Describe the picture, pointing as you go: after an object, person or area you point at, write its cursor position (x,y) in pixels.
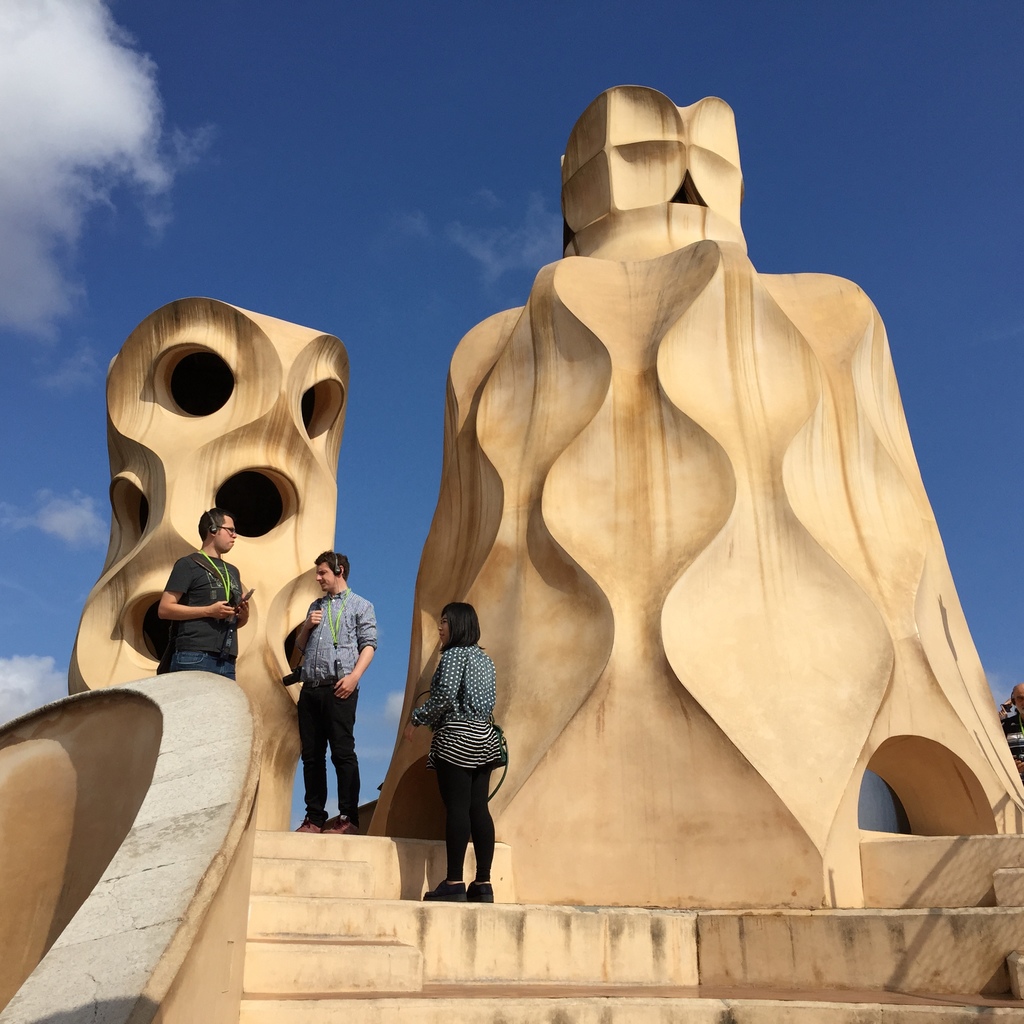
There are three people (490,768) standing and carrying bags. We can see sculptures (765,430) and steps (669,942). In the background (612,57) we can see sky (97,155) with clouds (156,124). On the right side of the image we can see a person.
